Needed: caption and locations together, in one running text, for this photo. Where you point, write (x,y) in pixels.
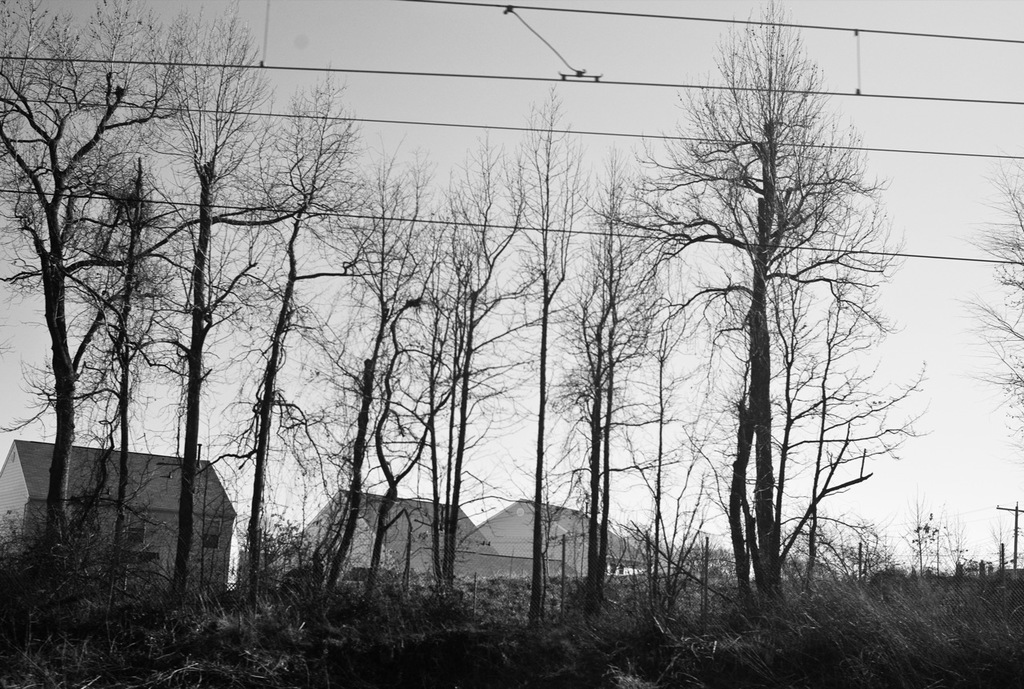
This is a black and white image. In this image we can see a group of trees (182,561), plants (708,658), some houses (202,567) with roof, some poles (1002,550), wires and the sky (402,136) which looks cloudy.
